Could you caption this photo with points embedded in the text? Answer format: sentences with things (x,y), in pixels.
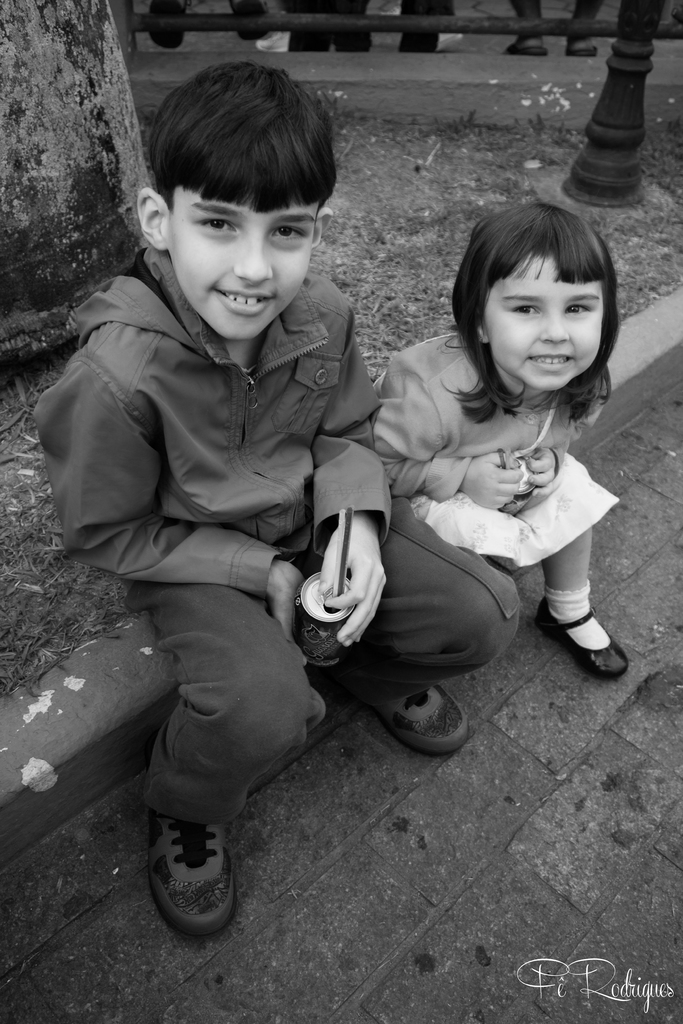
There are two children (296,462) sitting on a small wall (661,389). Both are smiling and holding a can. There is a pole (621,118) on the right top corner (613,117). Also there is a watermark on the right (568,969) down corner.
